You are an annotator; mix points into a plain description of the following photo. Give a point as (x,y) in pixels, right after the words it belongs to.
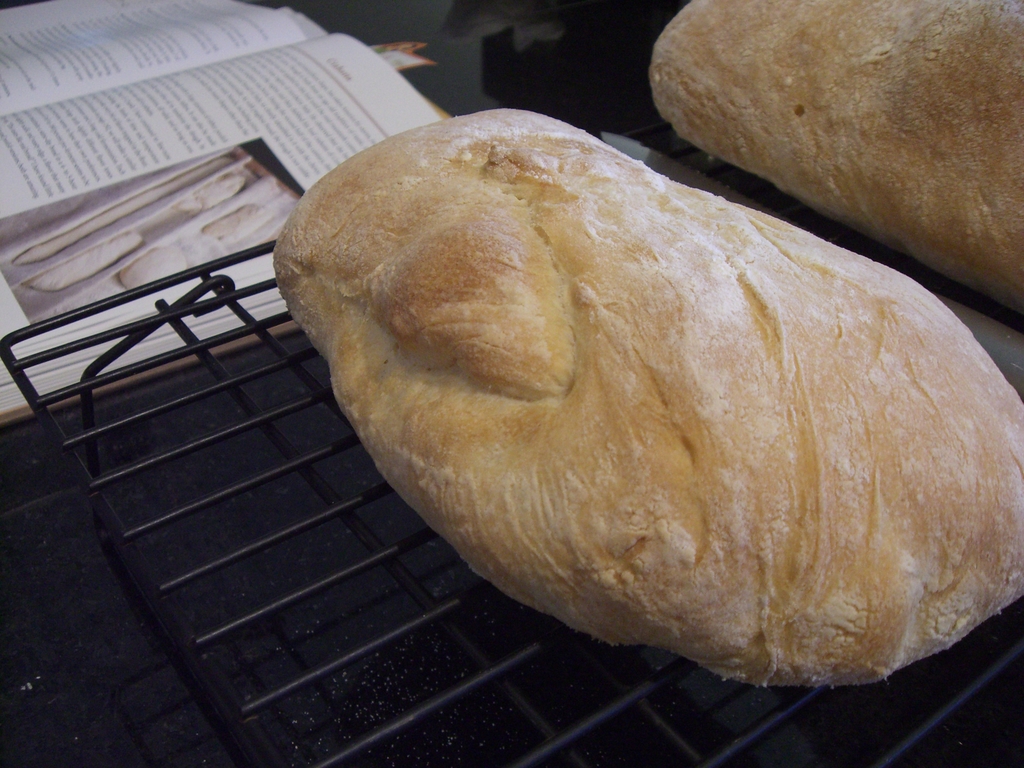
In this picture we can see bread (690,465) is placed on the rack (241,337), side we can see book (133,243).
